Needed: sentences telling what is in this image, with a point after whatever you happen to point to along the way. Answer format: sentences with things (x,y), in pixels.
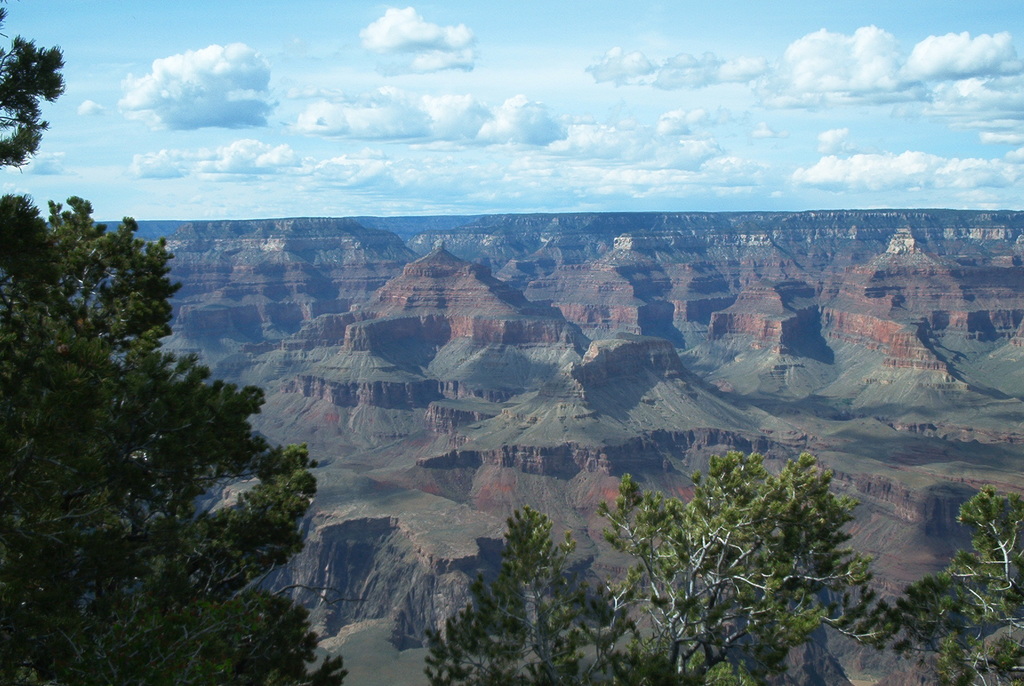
In this image we can see the trees (292,636) on the left side (292,636) and the right side (987,517) as well. In the background (585,511), we can see the grand canyon national park (678,279). This is a sky (104,85) with clouds (861,87).
